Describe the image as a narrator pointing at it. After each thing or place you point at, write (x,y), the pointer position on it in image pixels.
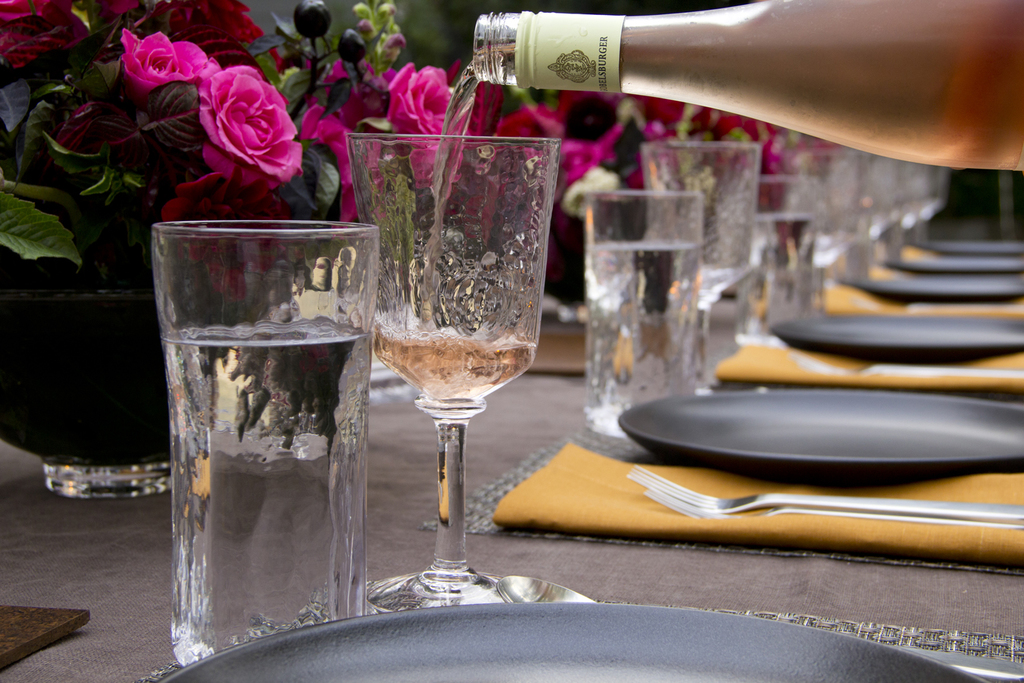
In this image I can see number of glasses (427,361), plates (808,438), spoons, clothes (864,380) and flowers (134,138). I can also see a bottle (600,61).
